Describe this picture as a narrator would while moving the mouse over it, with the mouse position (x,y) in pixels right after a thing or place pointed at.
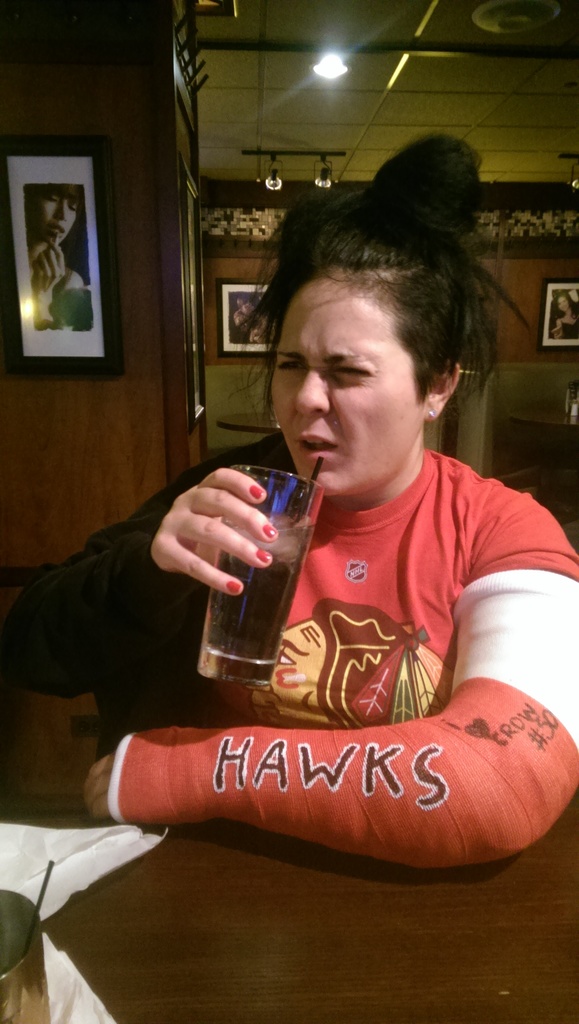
In this image, I can see a woman (364,521) holding a glass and sitting. At the bottom of the image (349,958), there is a table (214,948) with an object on it. In the background (52,310), I can see the photo frames (239,296) attached to the wooden walls (149,294) and the lights (304,153) attached to the ceiling (302,145).
